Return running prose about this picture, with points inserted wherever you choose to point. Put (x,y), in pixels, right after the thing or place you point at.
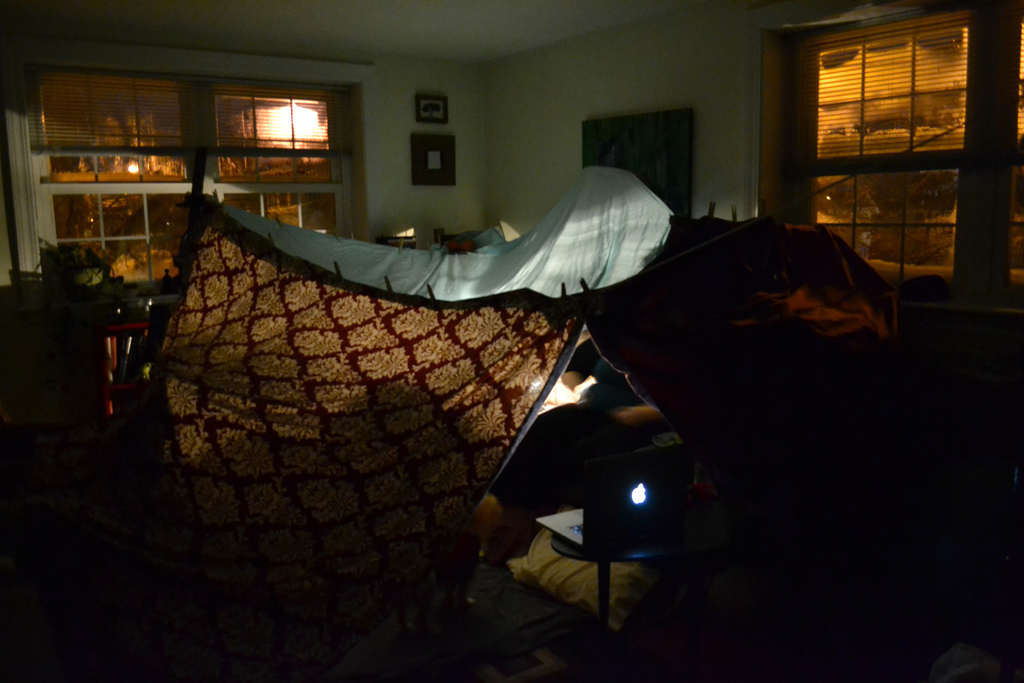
This picture is clicked inside. In the center (616,262) there is a tent (623,253) and there are some persons (555,426) sitting under the tent (311,528) and we can see a laptop (603,532) placed on the table (625,554). In the background (931,52) we can see the windows (169,205), window blinds (864,58), picture frames (444,146) hanging on the wall (573,44), lights (294,125) and some other items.
